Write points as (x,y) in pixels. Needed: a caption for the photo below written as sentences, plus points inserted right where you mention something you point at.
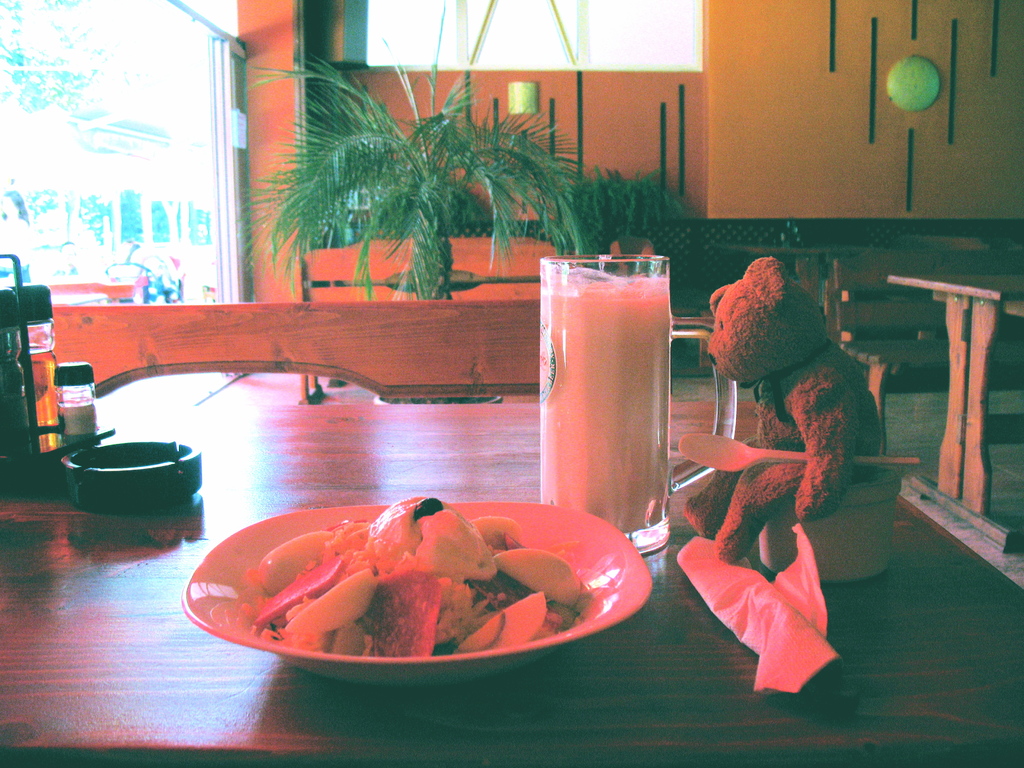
In the picture we can see a interior of the restaurant (968,409) with tables (951,406) and chairs (900,345) and on one table (573,759) we can see a bowl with some fruit salads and ice cream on it and beside the bowl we can see a glass of milk shake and on the other side of the table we can see some tins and teddy bear doll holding a spoon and in the background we can see some plant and beside we can see a glass wall (172,67).
